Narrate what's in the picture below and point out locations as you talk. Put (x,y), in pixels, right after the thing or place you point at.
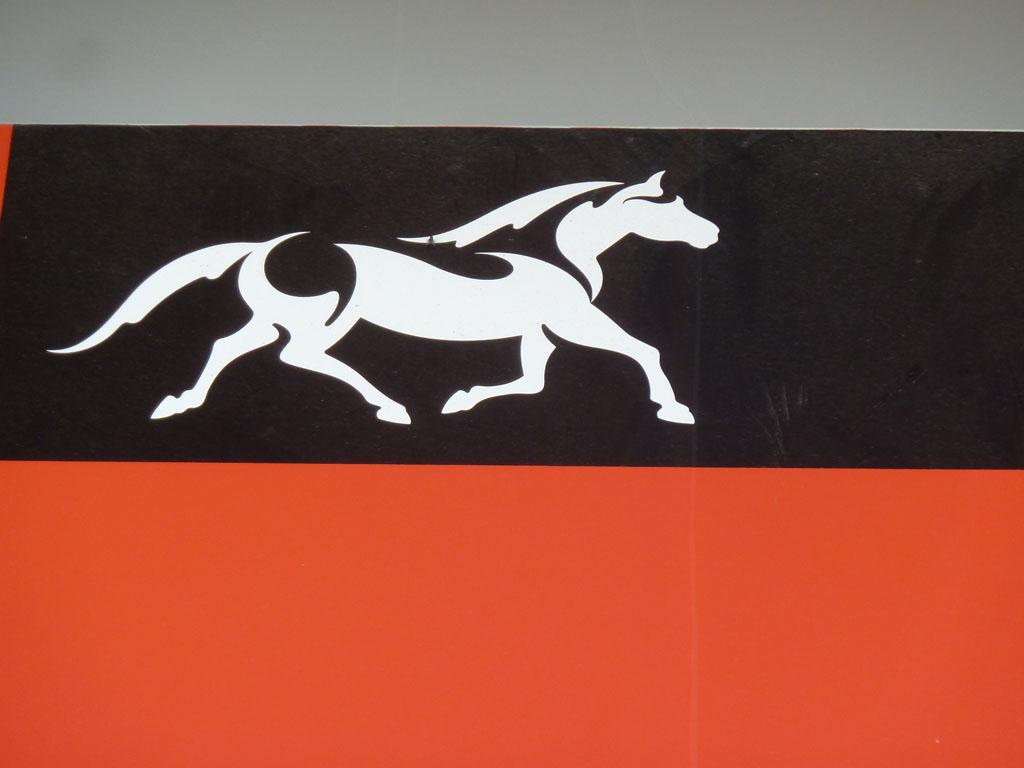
We can see the logo (381,414) of an animal (379,279) on black color surface (331,198).
